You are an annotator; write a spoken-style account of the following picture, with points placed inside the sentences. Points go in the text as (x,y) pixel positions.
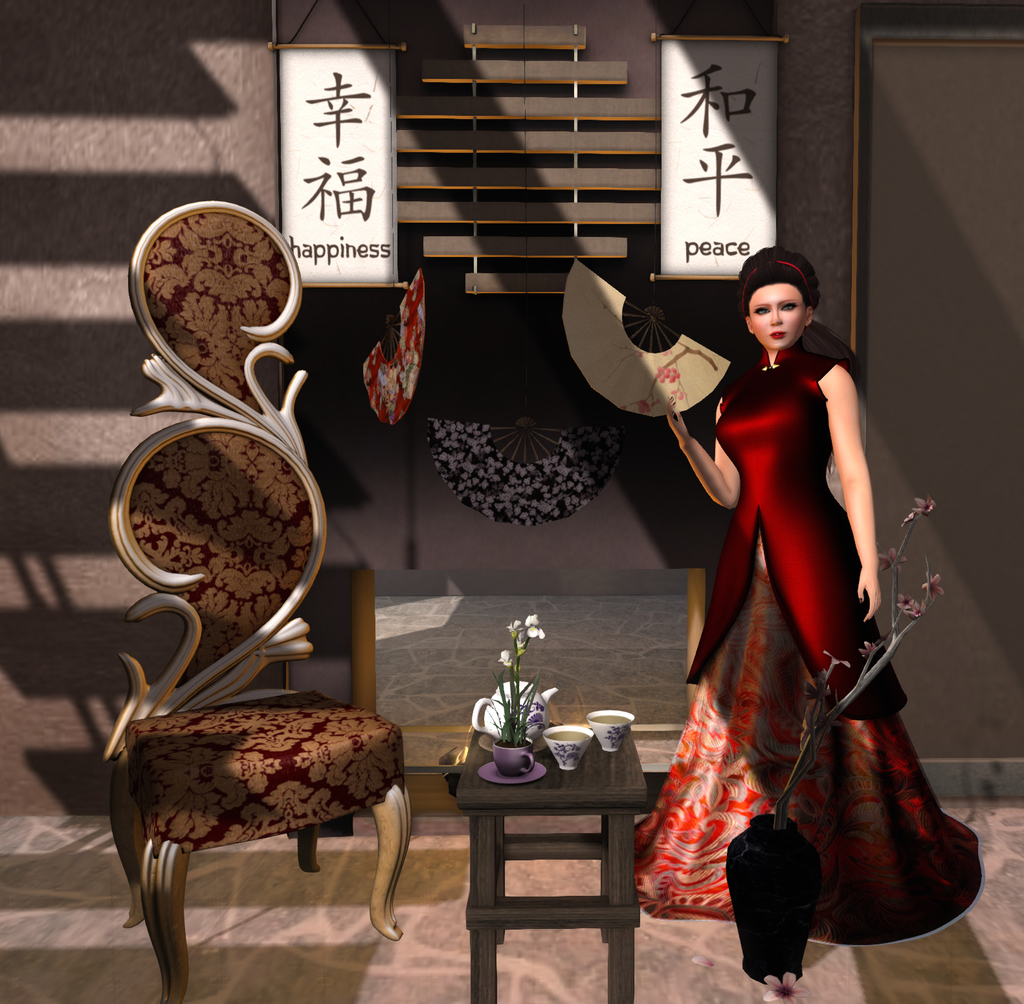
This is an animation and here we can see a lady (723,696) and there are flower vases (511,743), a chair (287,711) and some cups (566,740) and a kettle (539,707) are on the stool (621,751). In the background (46,242), there are decor items (673,335) and we can see some boards (749,125) with some text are on the wall (70,199).
